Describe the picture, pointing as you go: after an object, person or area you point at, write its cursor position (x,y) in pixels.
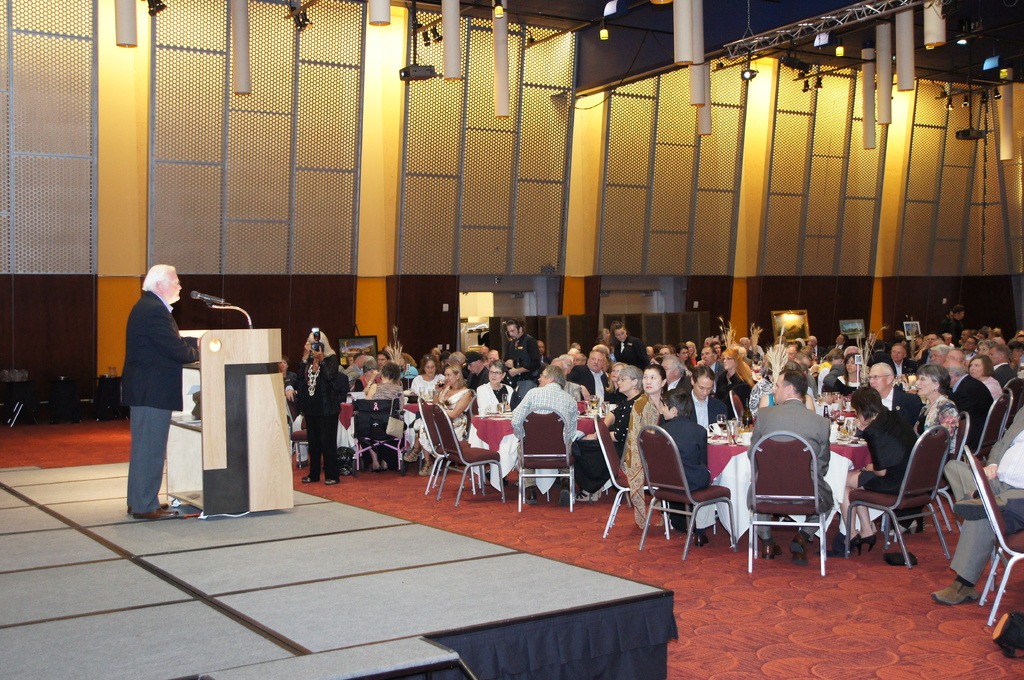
In this picture there are group of people (744,393) sitting on the chair (753,461). There is a man (155,379) standing. There is a podium (240,387) and a mic (216,301). There is a carpet (786,600) and walls (690,160) at the background (821,310). There are bags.
